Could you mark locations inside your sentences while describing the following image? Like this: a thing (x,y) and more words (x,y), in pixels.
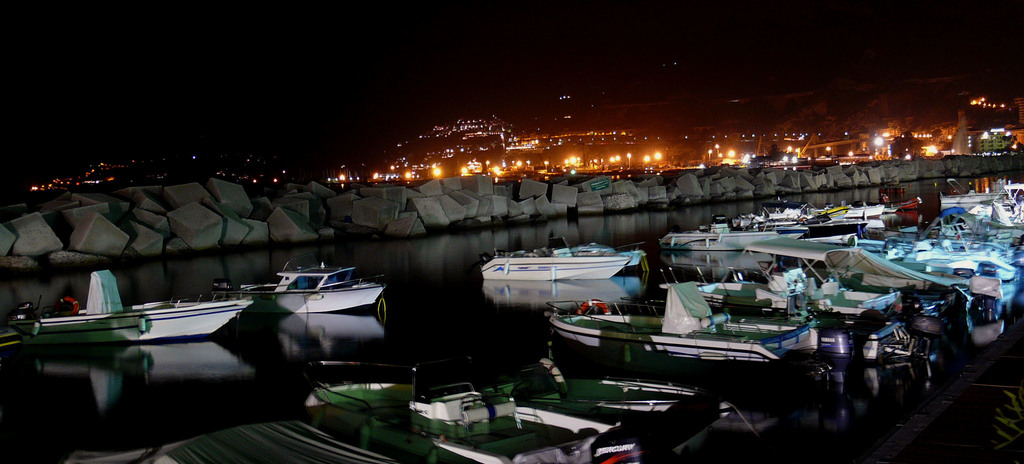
In this image we can see some boats (552,273) on the water (404,255), there are some rocks (847,173), lights (609,157), and buildings (892,141), and the background (672,123) is dark.
